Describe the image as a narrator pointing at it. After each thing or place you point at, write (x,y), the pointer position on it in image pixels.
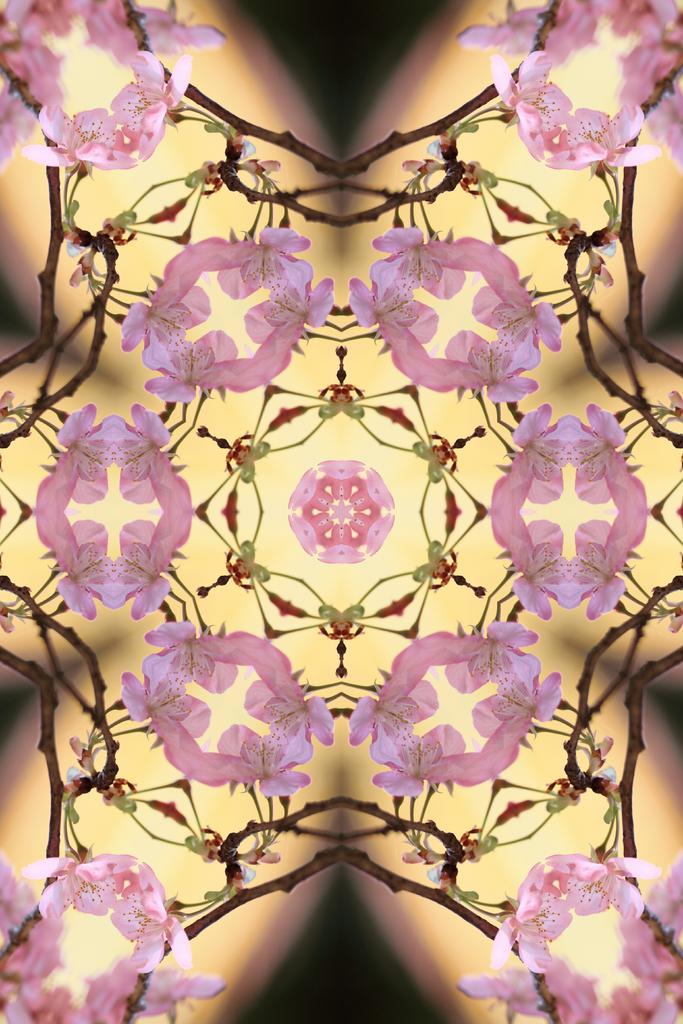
In the image in the center (437,368), we can see some design (208,354) on the light (238,526).
